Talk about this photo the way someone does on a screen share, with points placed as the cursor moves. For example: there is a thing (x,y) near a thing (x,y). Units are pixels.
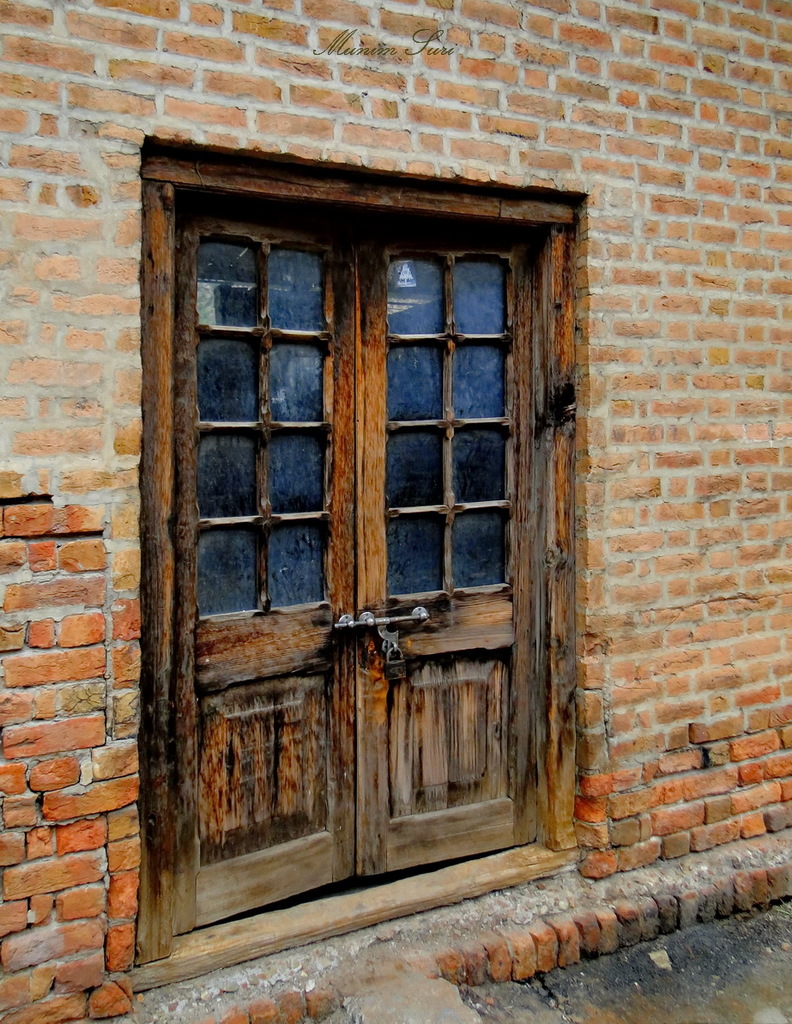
In this image we can see the wooden door (341,698). Here we can see the brick wall (81,433).
